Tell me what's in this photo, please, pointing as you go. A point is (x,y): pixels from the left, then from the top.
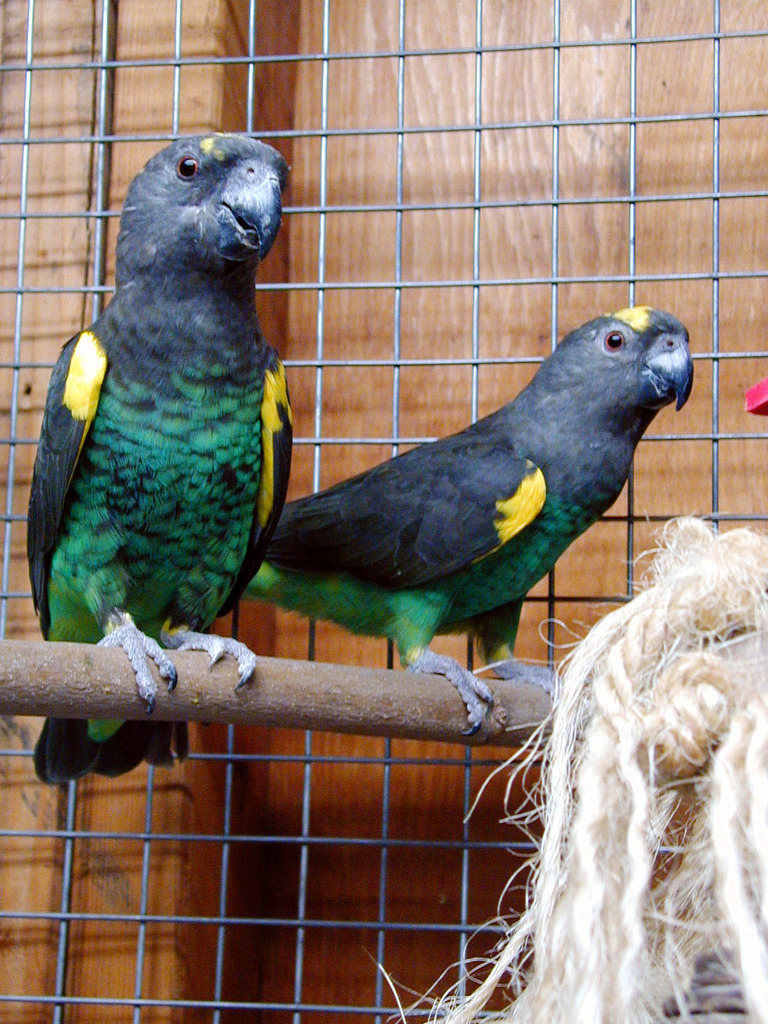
In this picture there are two parrots (196,410) standing on the stick (0,663), beside them we can see steel fencing (110,919). In the bottom right (607,756) we can see the ropes (610,820).
